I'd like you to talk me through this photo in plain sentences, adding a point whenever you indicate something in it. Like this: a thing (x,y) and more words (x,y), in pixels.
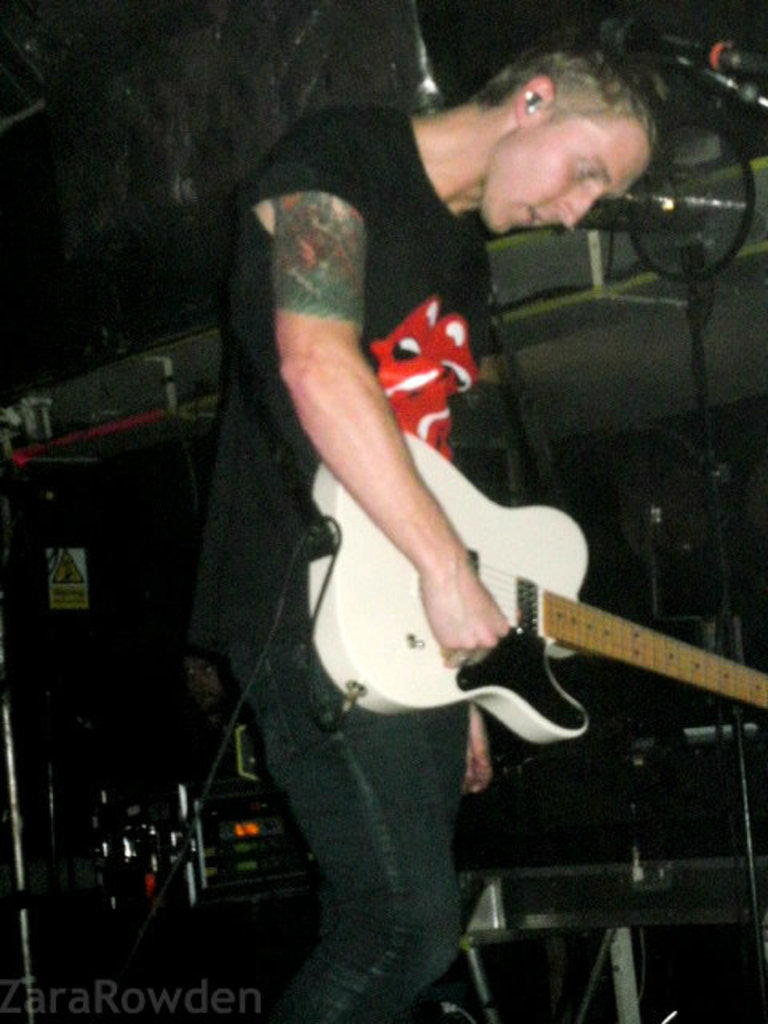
In this image I can see a man (247,353) is standing and holding a guitar (526,557). Here I can see a mic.
